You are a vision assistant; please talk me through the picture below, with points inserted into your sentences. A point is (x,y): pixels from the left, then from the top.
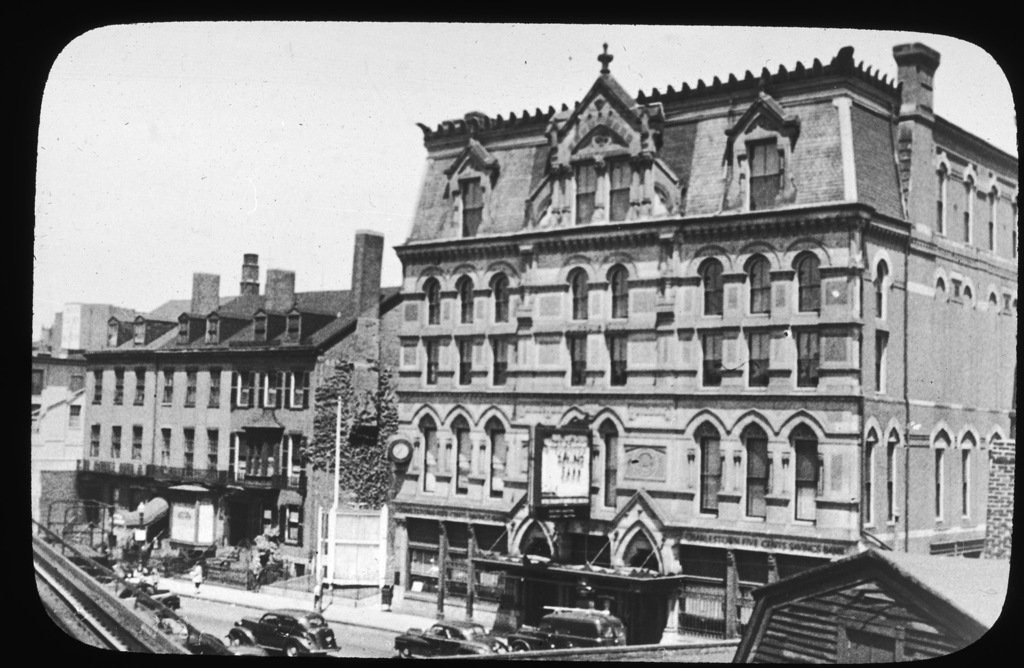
In this image we can see buildings (408,404) with windows (615,438). Also there is a road (232,603). On the road (196,604) there are many vehicles (546,632). In the background (252,186) there is sky (250,169). And this is a black and white image.
